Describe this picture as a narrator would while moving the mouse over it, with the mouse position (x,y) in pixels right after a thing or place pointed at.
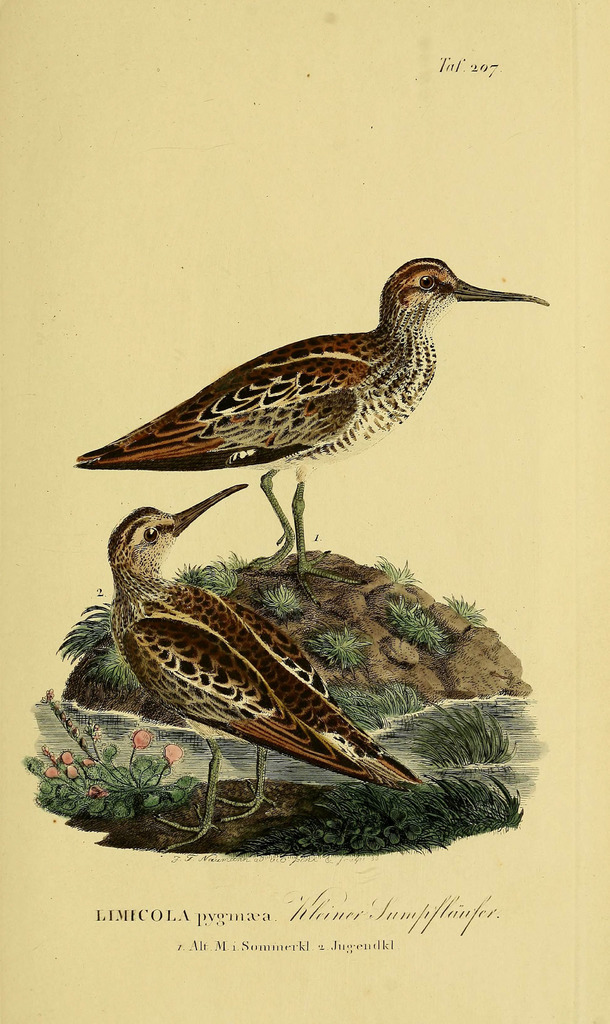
As we can see in the image there is a paper (489,327). On paper (606,858) there is a drawing (333,774) of two birds (174,694) and flowers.
